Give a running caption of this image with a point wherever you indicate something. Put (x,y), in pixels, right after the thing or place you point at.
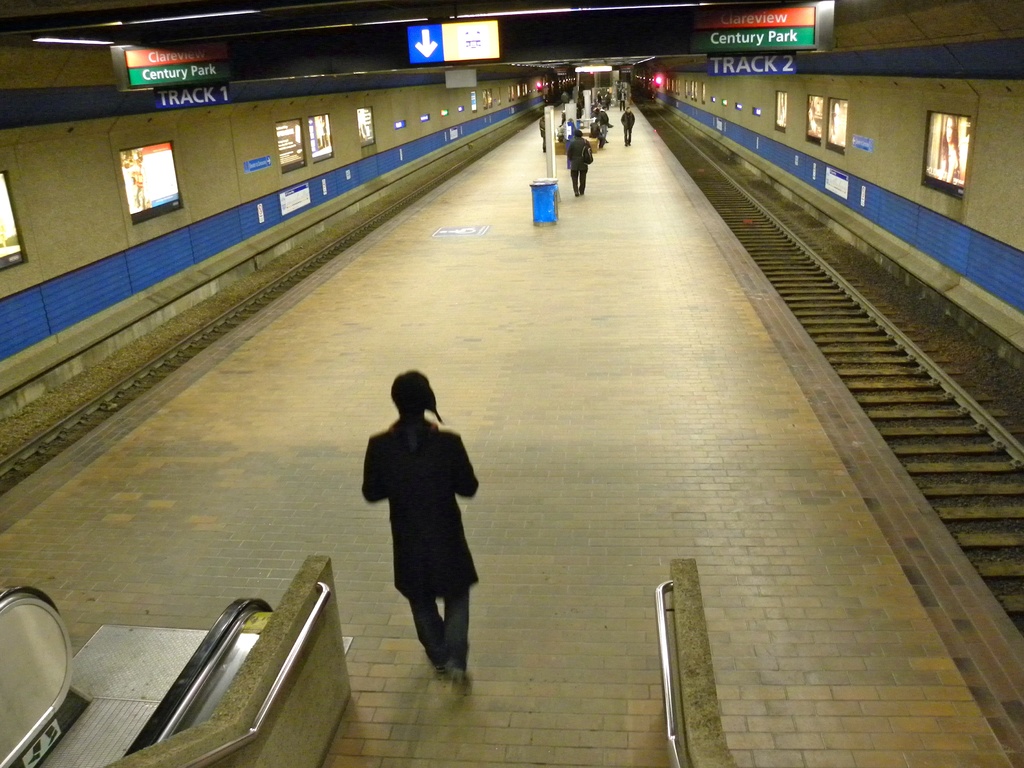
In the center of the image (610,491) we can see a platform (668,259) and there are people (571,143). On the left (183,697) there is an escalator (35,624) and we can see railings (322,592). There are railway tracks (921,353). We can see screens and boards (450,60). There are lights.
